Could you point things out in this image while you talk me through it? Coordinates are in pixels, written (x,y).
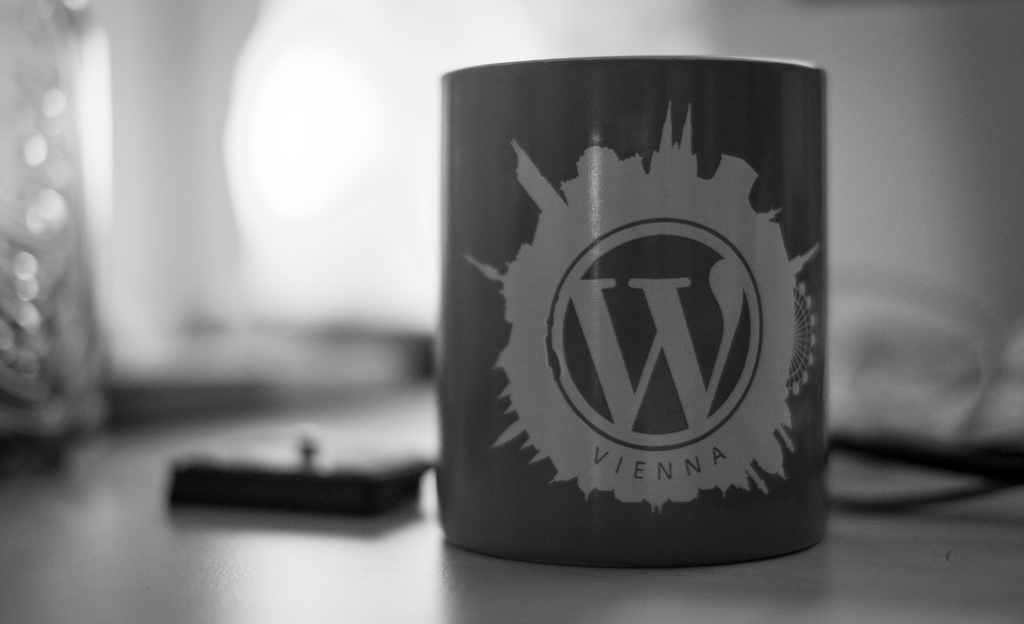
In this picture I can see there is a coffee mug (720,531) placed on a surface (314,606) and in the backdrop (92,400) I can see there is a water bottle (91,389) and some other object (318,460) placed on the table (360,544).
